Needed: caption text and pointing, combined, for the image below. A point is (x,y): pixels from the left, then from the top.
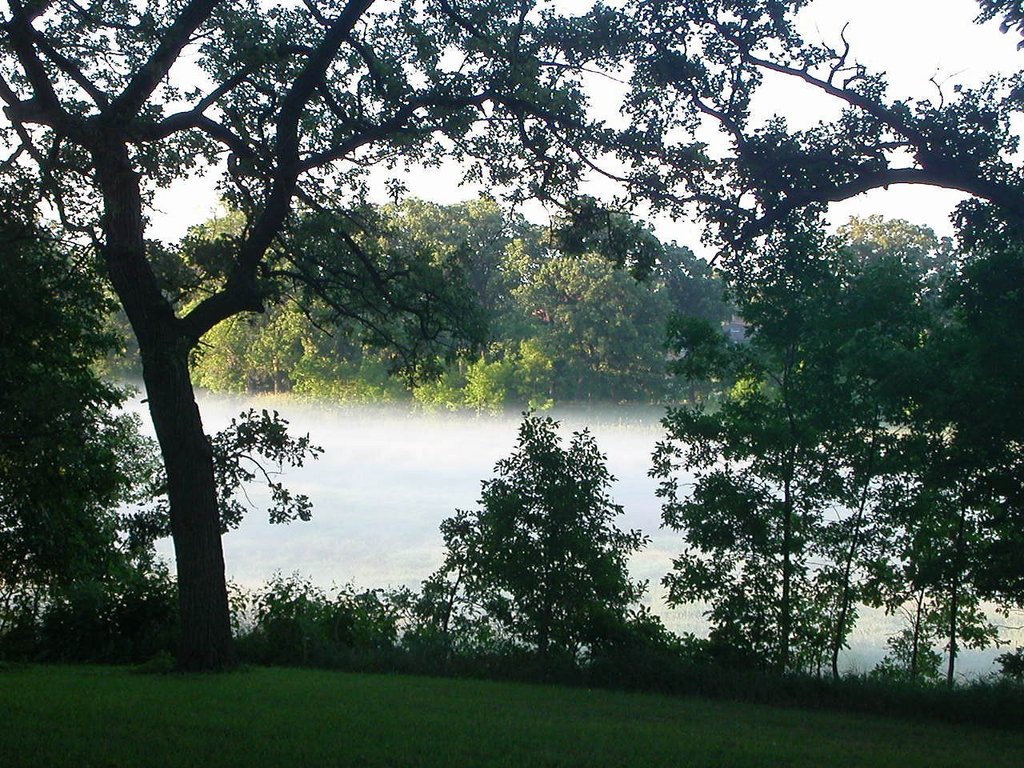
This picture is clicked outside. In the foreground (132,709) we can see the green grass (146,678), plants (462,539) and trees (786,614). In the center (656,419) we can see the smoke (389,457) and in the background (387,247) we can see the sky (818,91), trees (533,258) and plants (496,369) and some other objects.
